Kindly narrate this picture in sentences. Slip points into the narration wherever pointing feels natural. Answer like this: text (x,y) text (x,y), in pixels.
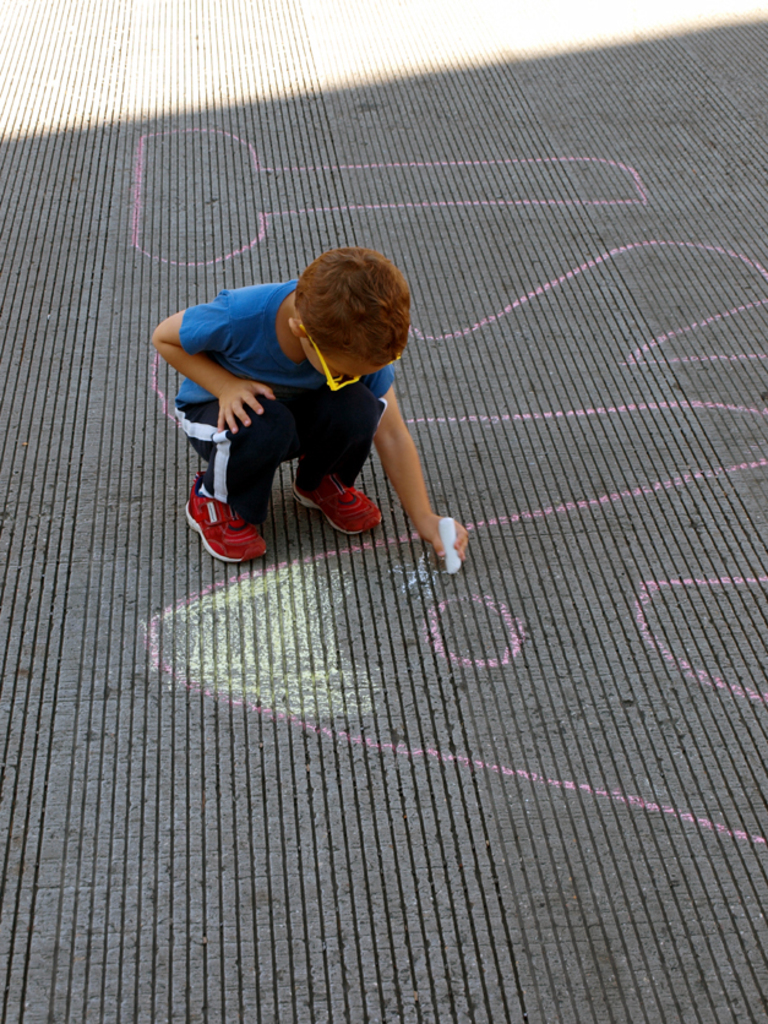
In this image we can see a boy (336,295) is sitting and holding a chalk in the hand (429,538) and something is written on the ground (656,430).
